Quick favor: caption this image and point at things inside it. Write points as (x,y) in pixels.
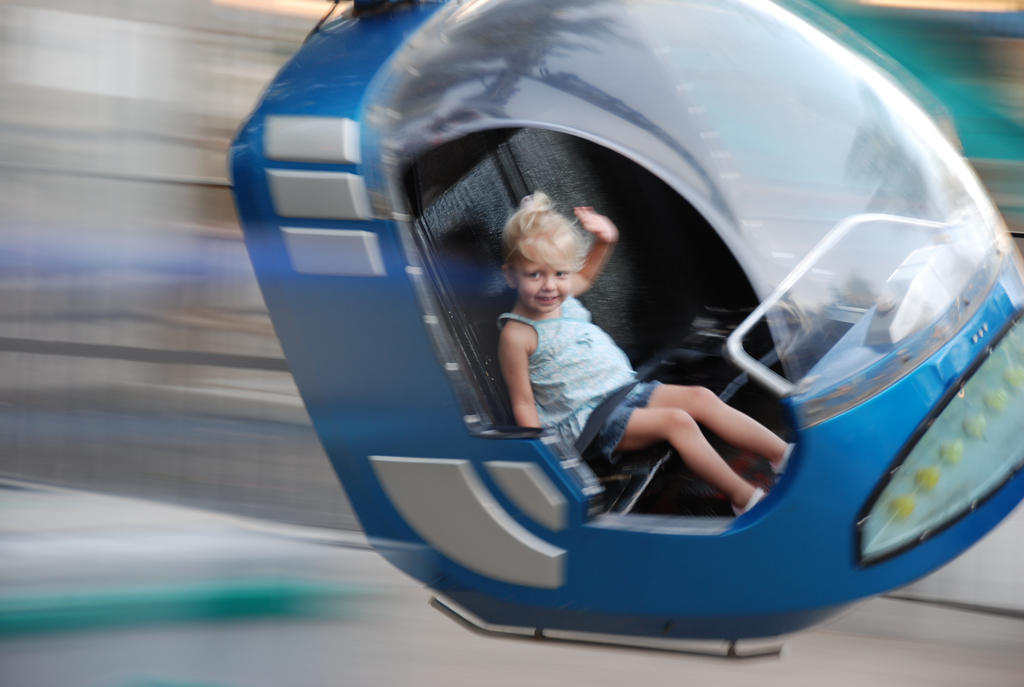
In the foreground of this image (537,357), there is a girl (600,366) sitting in a helicopter ride (633,138) and the background (238,52) is blurred.
